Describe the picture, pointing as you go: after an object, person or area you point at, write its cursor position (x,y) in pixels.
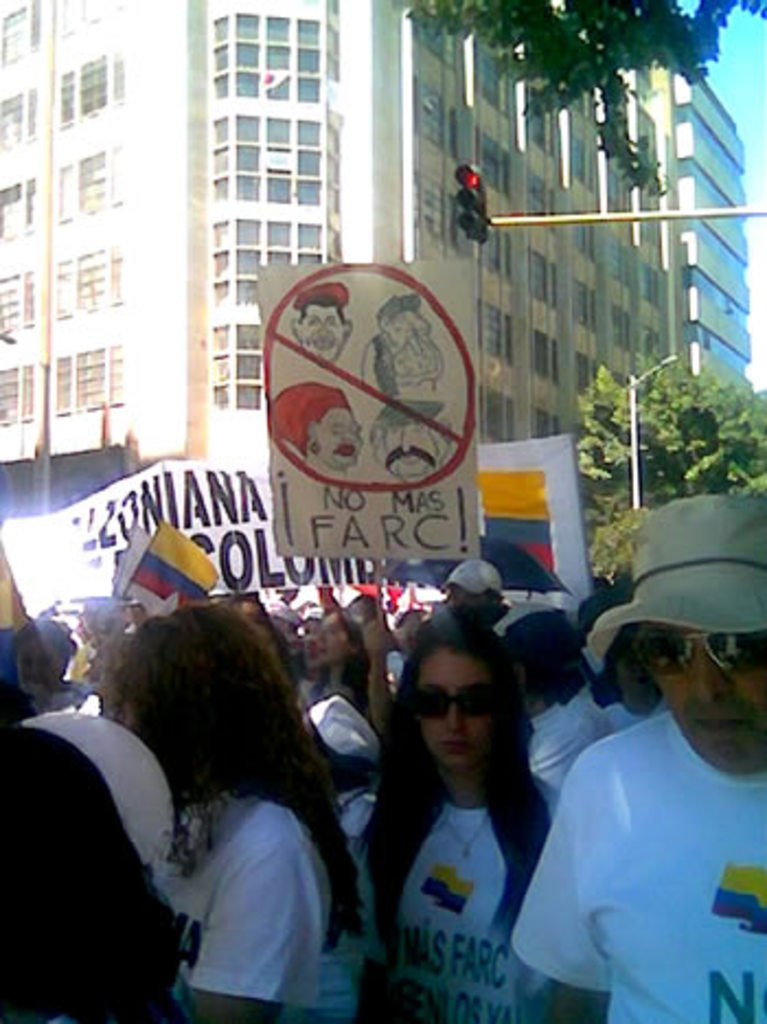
This image consists of buildings (18,175) along with windows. At the bottom (247,771), there is a huge crowd (346,841). And we can see the placards (371,535) and banners (564,475). On the right (745,422), there are trees (697,414) and signal lights (471,211).
